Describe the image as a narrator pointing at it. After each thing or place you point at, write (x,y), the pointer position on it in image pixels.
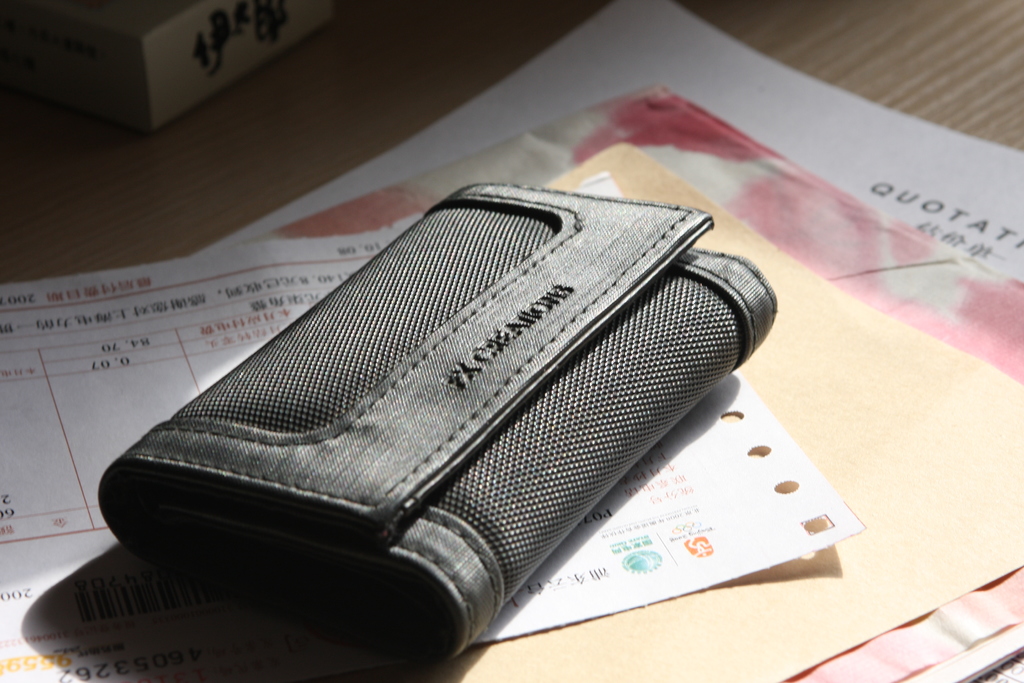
In this image in the center (638,290) there is one wallet (457,364), at the bottom (877,461) there are some papers (722,187). At the top (172,53) there is some box (264,54).
